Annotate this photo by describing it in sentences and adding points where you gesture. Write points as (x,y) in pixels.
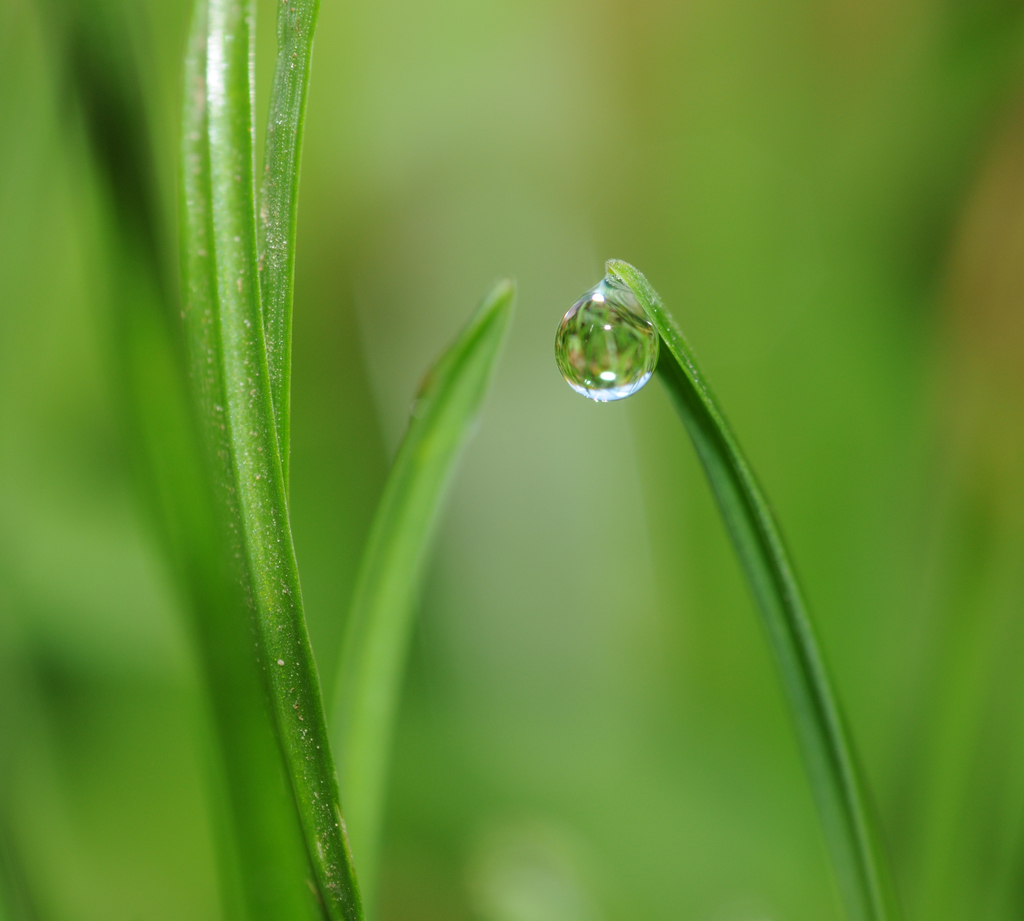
In this image there is a water drop (600,359) to the green leaf (685,363).
